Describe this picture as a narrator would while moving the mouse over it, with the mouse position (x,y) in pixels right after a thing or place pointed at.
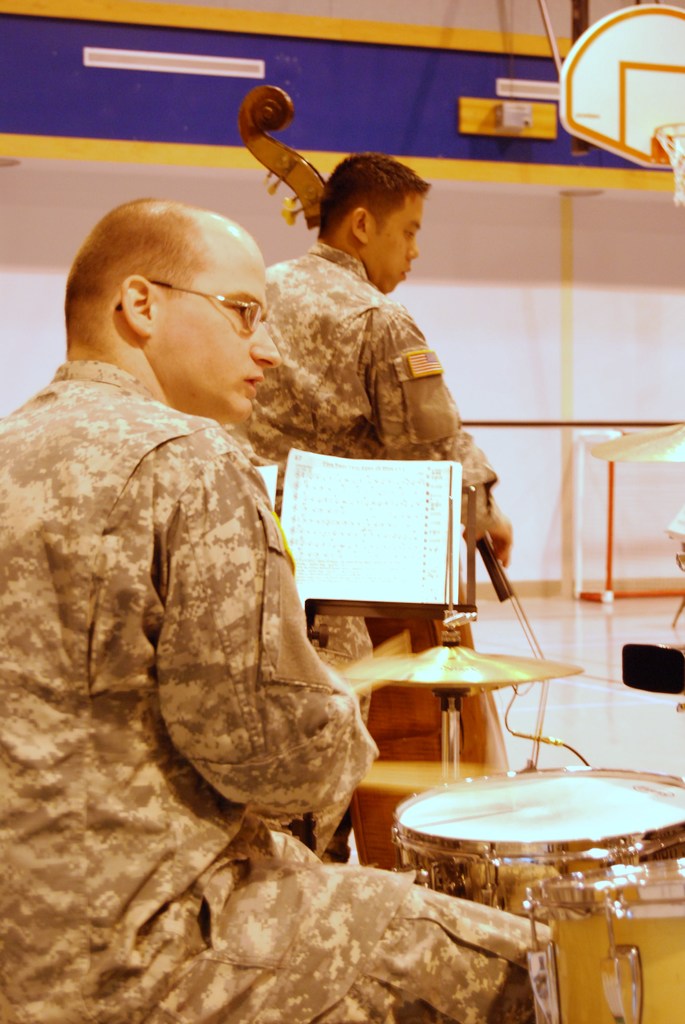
A picture with two people (93,715) the one among them is having the spectacles (233,301) and bald head (199,236). They are wearing same color dress (199,525) and also the one with spectacles (254,325) is sitting in front of a band (541,778) and the other guy (427,428) who is standing is holding an instrument (299,166).
